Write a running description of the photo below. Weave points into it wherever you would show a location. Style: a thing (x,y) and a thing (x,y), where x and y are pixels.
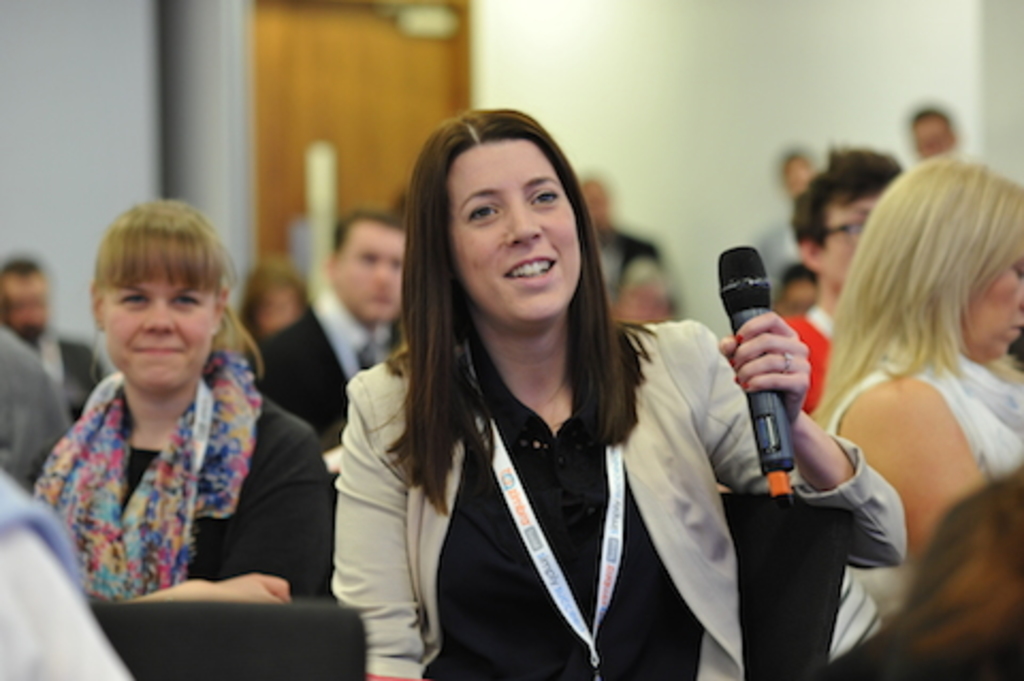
In this picture I can see few people (290,278) seated and few are standing and I can see a woman (661,367) holding a microphone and looks like she wore a ID card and I can see a door (345,106) in the back (319,49).
